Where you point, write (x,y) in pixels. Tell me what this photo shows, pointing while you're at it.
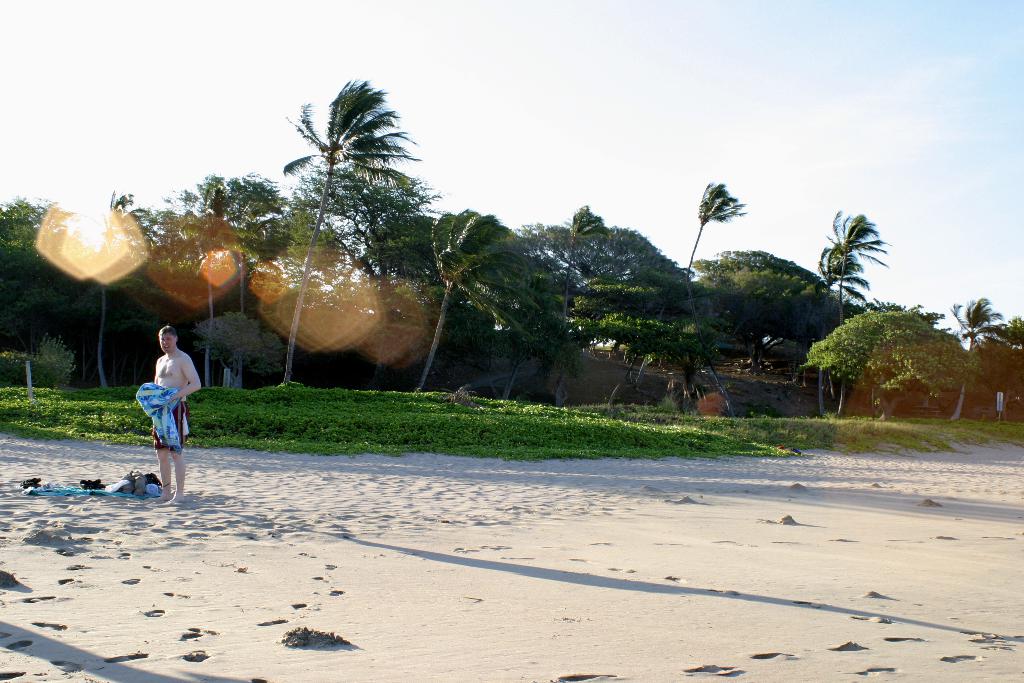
In this image, there are a few trees (194,307), plants (1007,423). We can see the ground (222,543) with sand (323,558) and a few objects (113,488). We can also see a person (176,414) holding some object (165,420). We can also see an object (997,407) on the right (1003,393). We can see the sky (833,189).
